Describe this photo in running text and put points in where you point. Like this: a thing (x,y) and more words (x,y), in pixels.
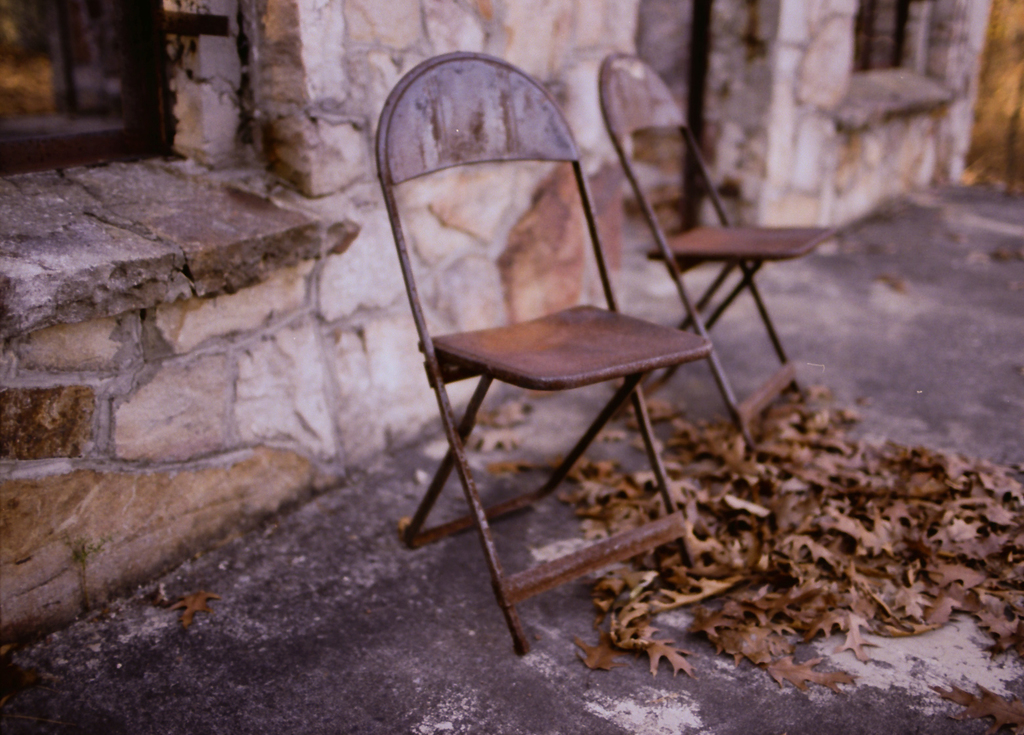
In the image there are chairs (505,614) and on the ground (450,686) there are dry leaves (799,540). In the background (695,67) there is a wall (365,45) with windows (108,50).
